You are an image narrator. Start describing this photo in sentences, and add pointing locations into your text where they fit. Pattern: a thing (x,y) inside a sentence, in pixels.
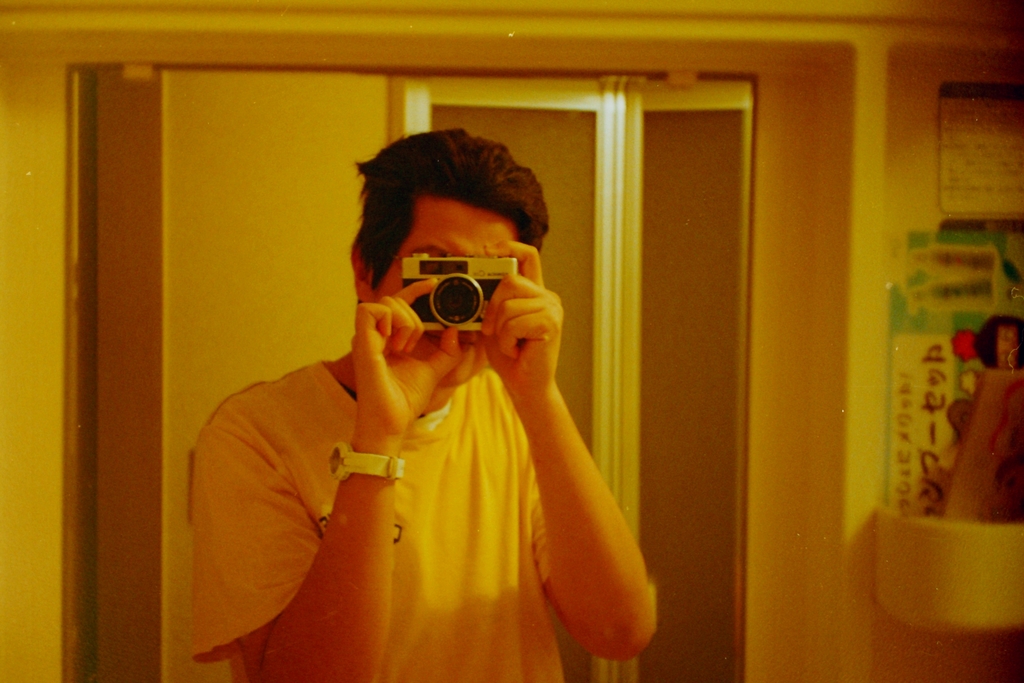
In this image I can see a person (411,308) holding the camera (441,271). In the background (1002,185) there are boards (962,167) attached to the wall (29,197).
